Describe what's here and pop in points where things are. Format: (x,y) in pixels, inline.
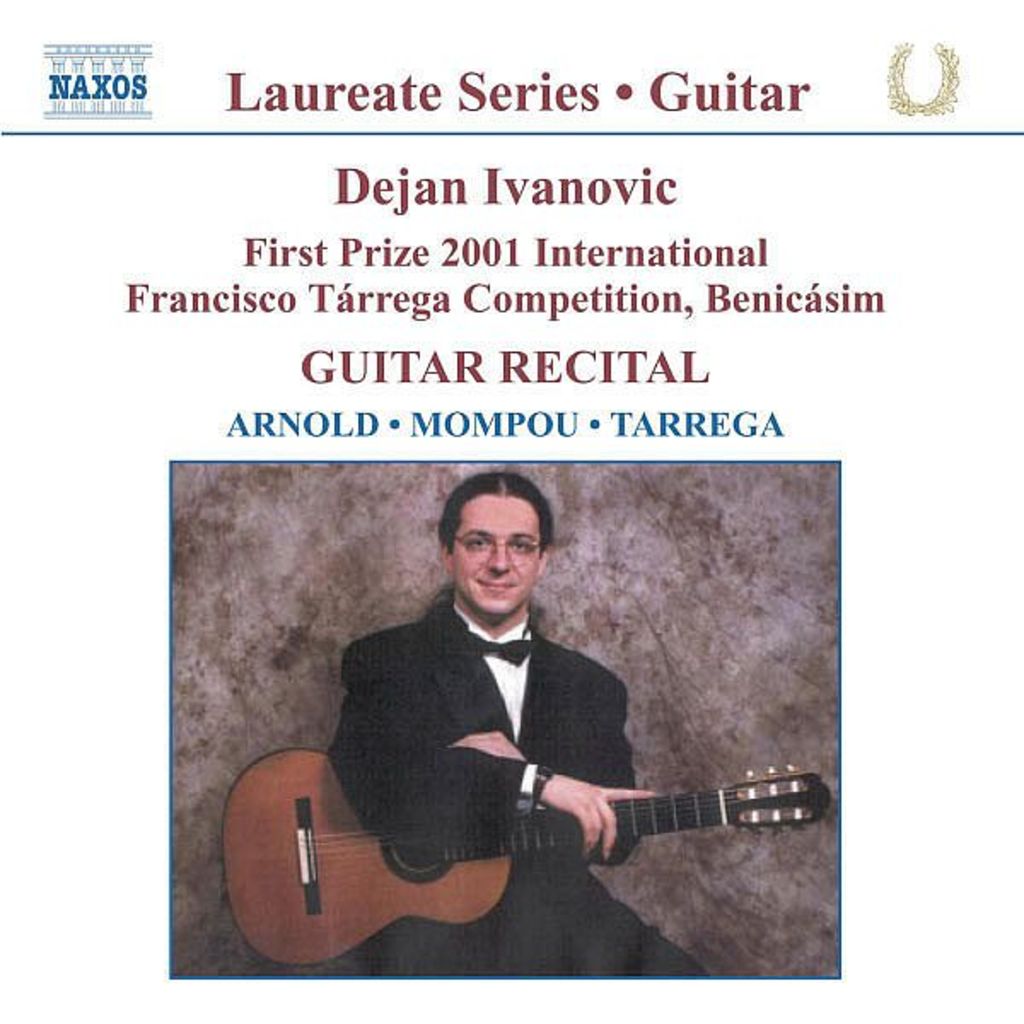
here is a photo of a person (460,764) holding a guitar (342,863). he is wearing black suit (405,673). it's written laureate series guitar on the picture.
